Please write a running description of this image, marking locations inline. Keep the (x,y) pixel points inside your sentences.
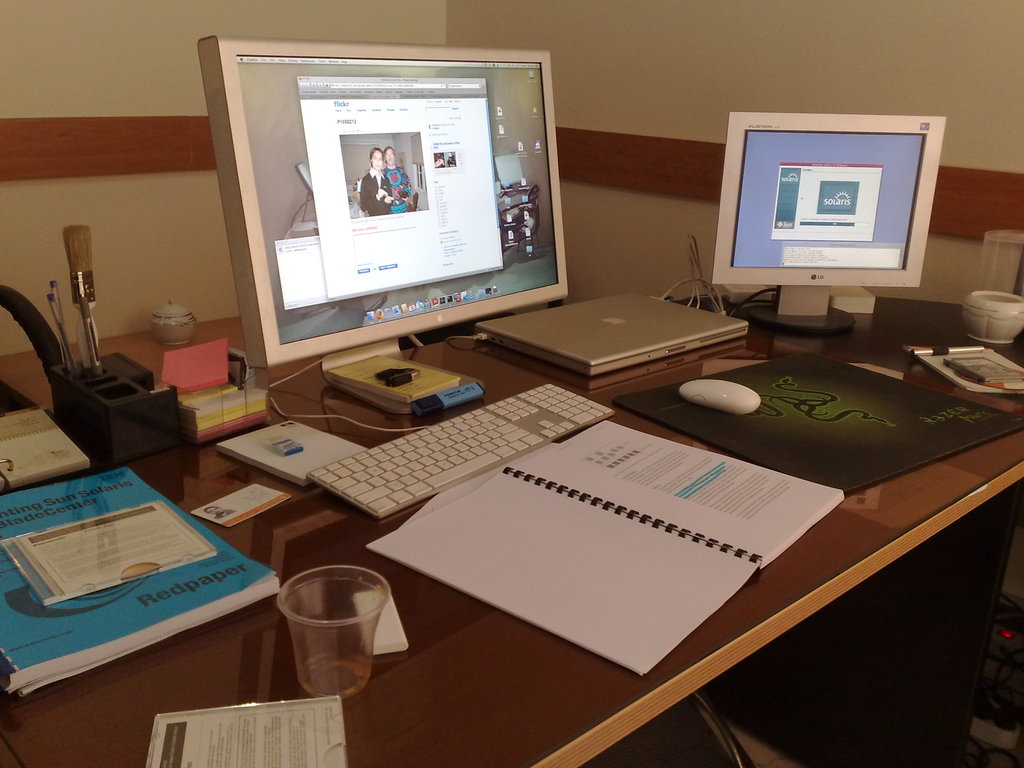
In this picture we can see a table (567,686), here we can see monitors (769,199), laptop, keyboard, mouse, glass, files (657,582), pens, CPU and some objects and we can see a wall (729,35) in the background (677,13).
